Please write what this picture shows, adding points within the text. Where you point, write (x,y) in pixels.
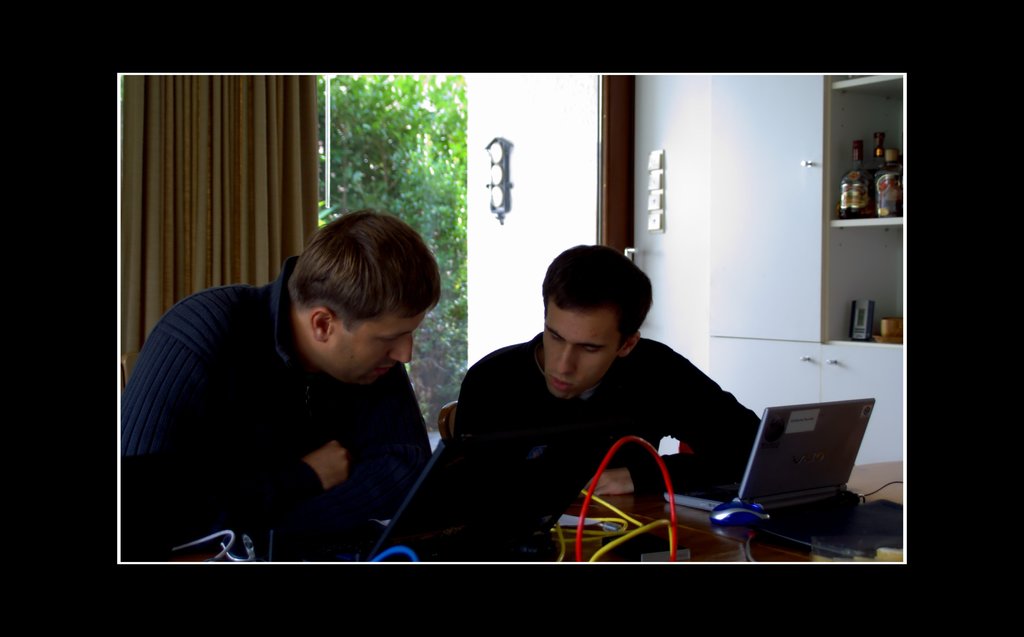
In the foreground of the picture (372,377) there are two men (608,384), laptop's (714,489), mouse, cables (668,531), table (876,495) and other objects (808,514). On the right (888,193) there are bottles (862,174), closet (773,301) and door (614,176). On the left (206,171) there is a curtain (224,172). In the center of the background (373,160) there are trees (410,195).
